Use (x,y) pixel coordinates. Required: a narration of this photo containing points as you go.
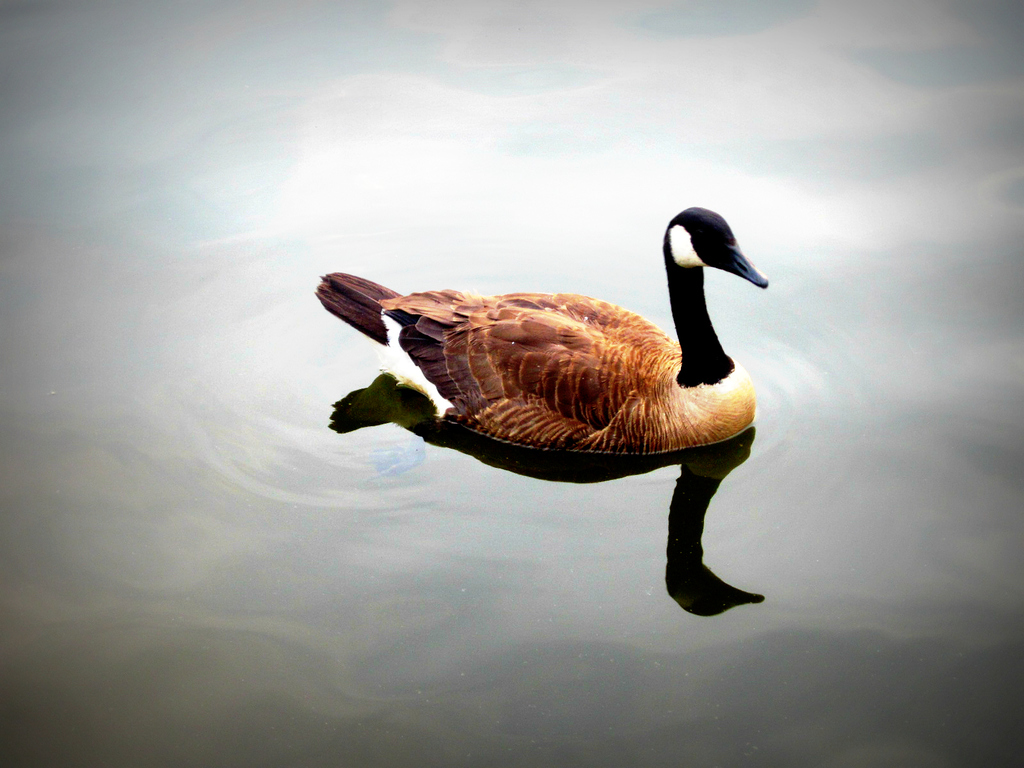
In this image I can see a bird (573,366) on the water (430,152). I can see the colour of the bird (509,368) is brown, black and little bit white.
